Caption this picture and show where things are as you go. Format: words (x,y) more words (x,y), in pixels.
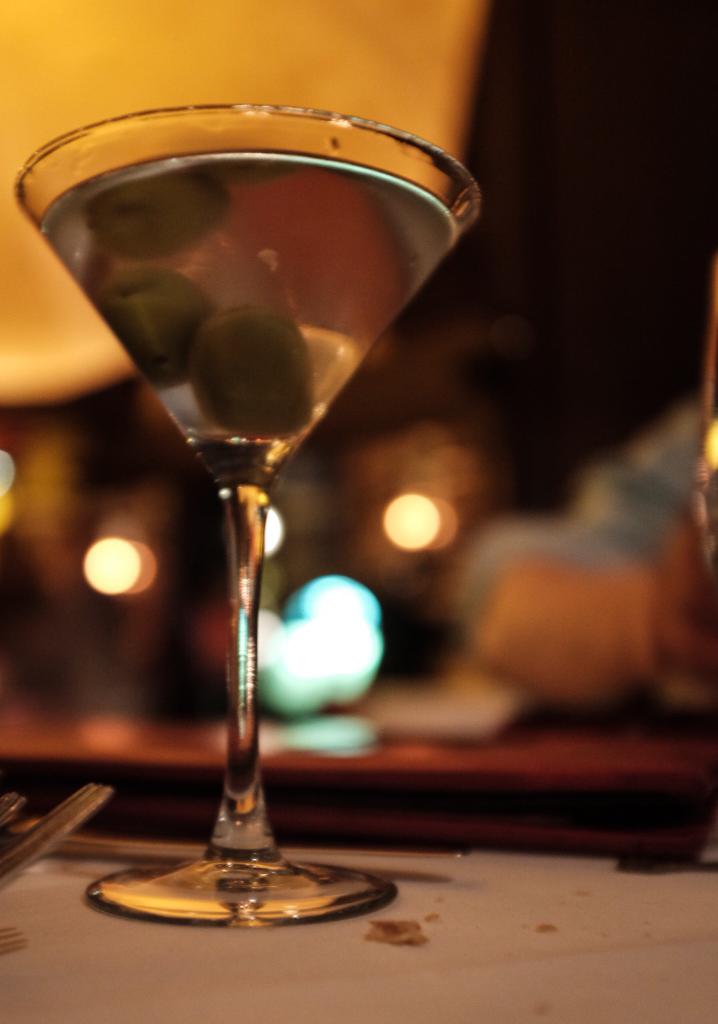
In this picture I can see there is a glass (223,838) placed on the table (160,936), with a drink (320,271). There is a fork (41,821) and other objects (4,859) at the left side (79,790) and there are lights (123,571) on the backdrop (360,552) and it is blurred.
